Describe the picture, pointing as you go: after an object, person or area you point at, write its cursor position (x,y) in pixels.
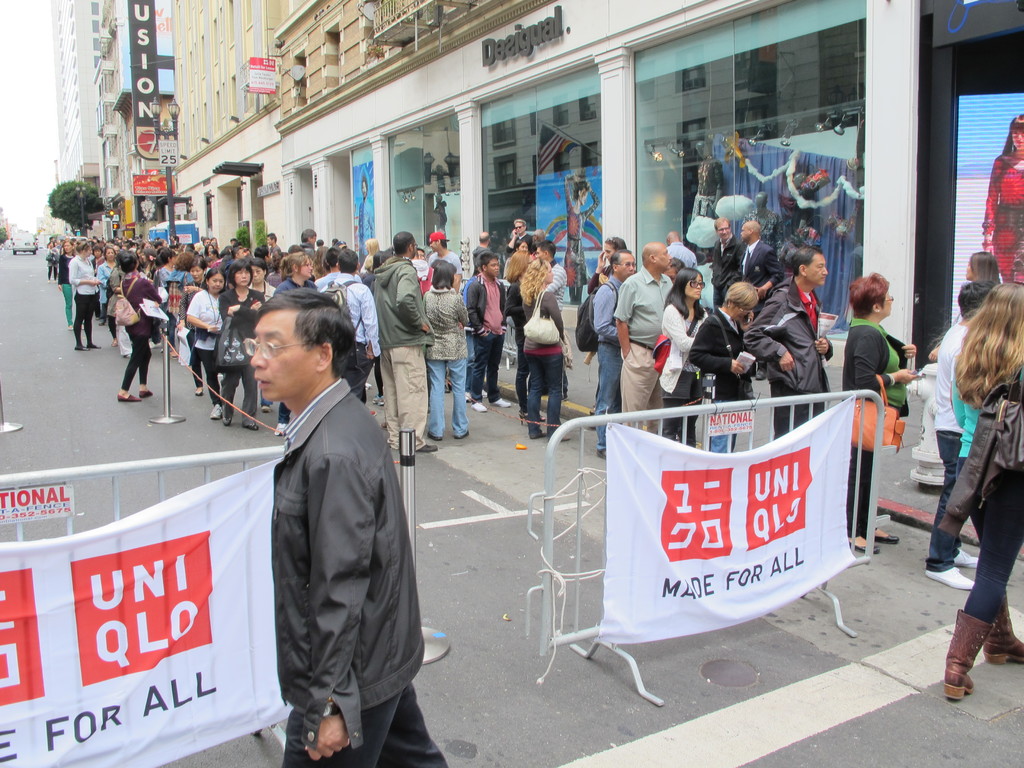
In this image we can see few people (425,323) standing on the road (59,343), there are two barricades (23,531) with posters (695,538) on it, there is a sign board (170,153), at right side of the image (722,188) we can see some glass walls (716,206), and behind it we can see some posters (360,208), and there are some buildings (177,195).
